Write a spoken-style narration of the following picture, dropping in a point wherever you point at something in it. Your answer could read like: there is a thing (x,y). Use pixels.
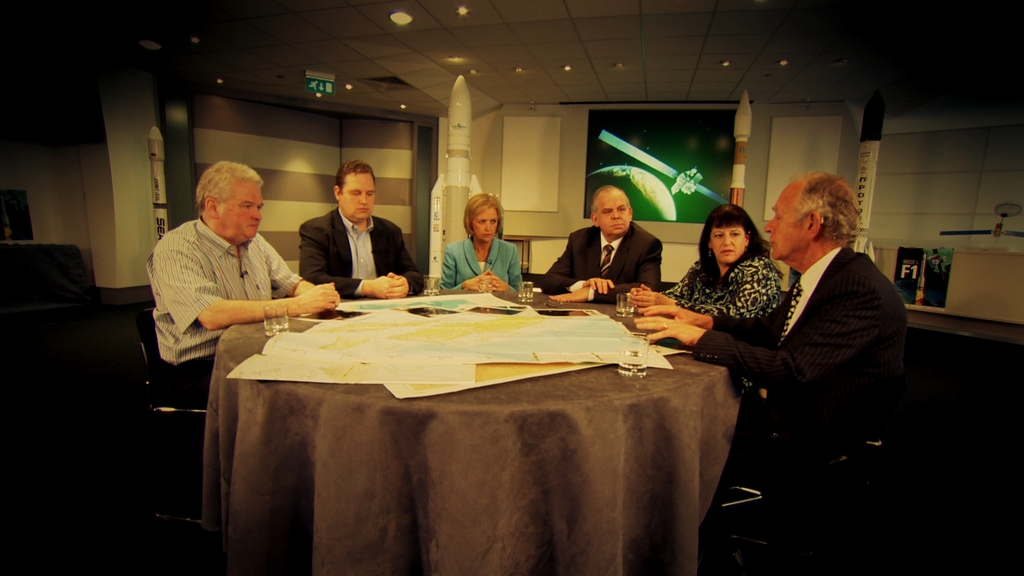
In this image I can see few people (600,271) are sitting on the chairs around the table (230,361). In the middle of the image (624,317) there is a table (484,415) covered with a cloth (544,450) and there are some papers (458,352) and glasses (637,355) on it. It seems like a meeting hall (555,131). In the background (562,153) I can see a wall (492,153) and there are some posters (703,153) sticked to the wall (527,142). The man (210,283) from the left side (224,277) is wearing white color shirt (208,283). Three men (352,250) are wearing black color suits (862,347). And two women (711,283) are looking at the person (825,301) who is sitting at the right corner (824,301).
